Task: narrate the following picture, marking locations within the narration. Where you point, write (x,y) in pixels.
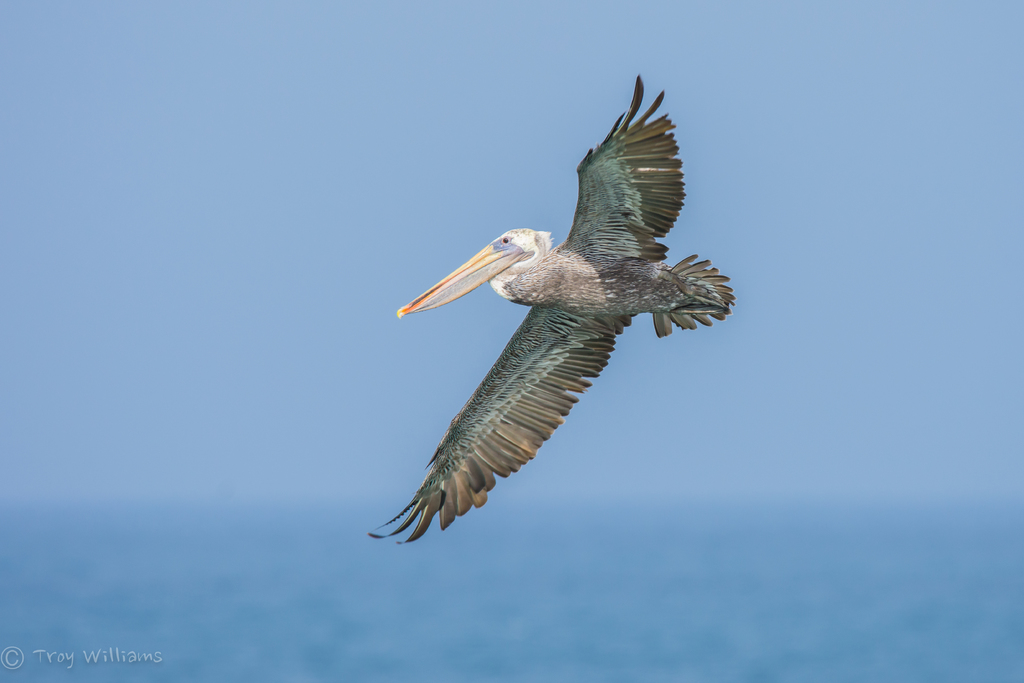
In this image we can see a bird (599,302) flying in the air (716,323). Behind the bird (702,322) we can see the water (607,554) and the sky (299,434). In the bottom left (31,662) we can see the text (94,649).
